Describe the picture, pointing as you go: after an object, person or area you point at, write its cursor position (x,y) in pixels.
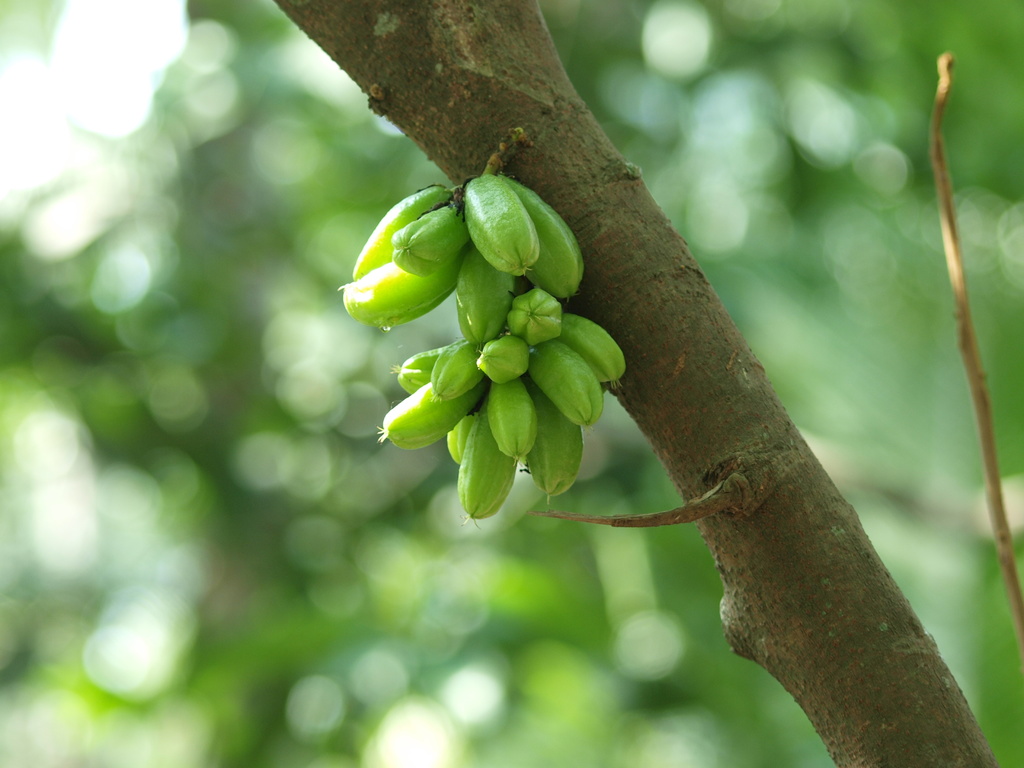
This image consists of a plant (728,528) to which there are green color fruits (441,299). In the background (259,164), we can see trees (305,364) and the background (263,533) is blurred.
